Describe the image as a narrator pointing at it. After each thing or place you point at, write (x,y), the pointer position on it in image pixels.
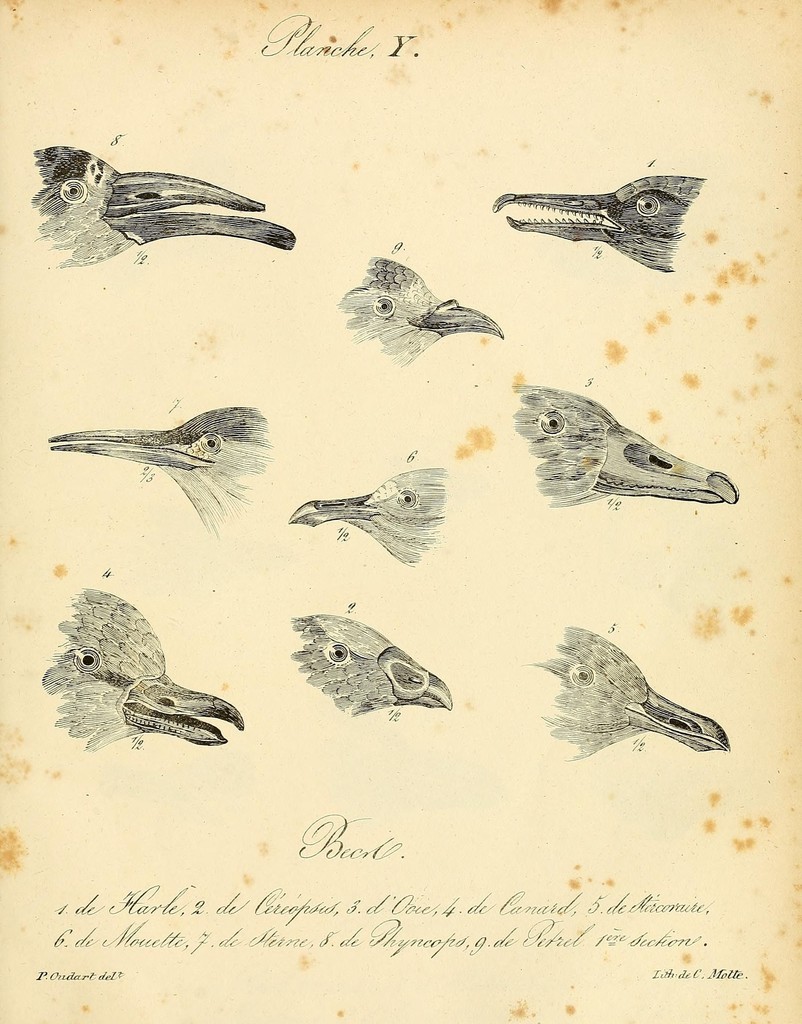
In the image there are parts (200,222) of bird beaks (211,698) in a paper (483,874).
